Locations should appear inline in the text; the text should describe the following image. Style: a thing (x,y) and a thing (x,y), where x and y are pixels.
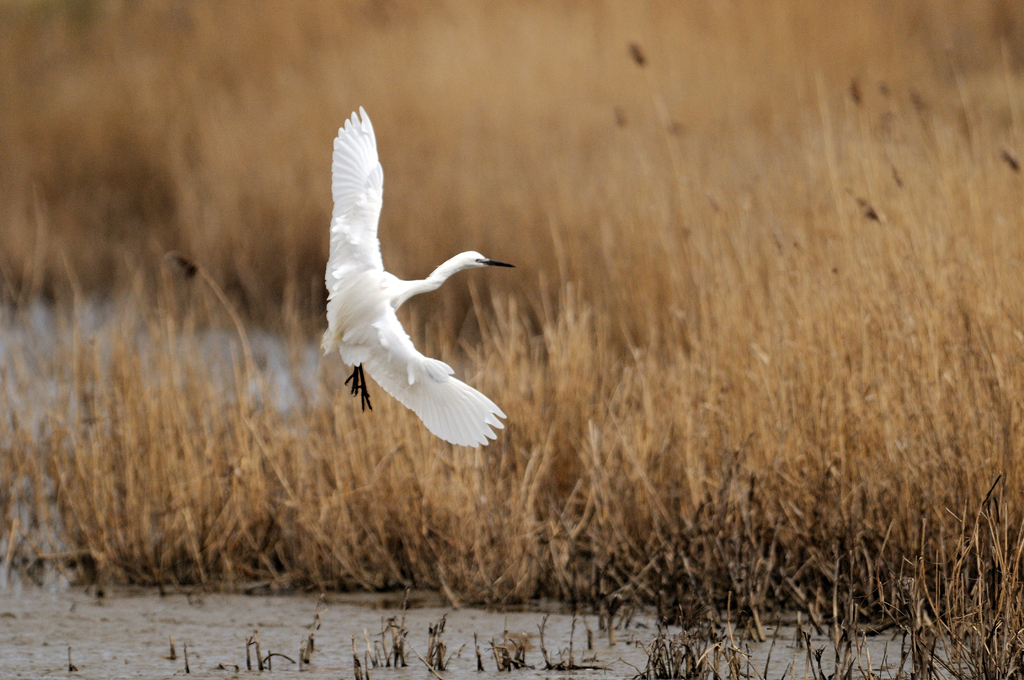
In this image I can see a white color bird (389,283) flying. Back I can see dry grass (679,388) and water (493,623).
